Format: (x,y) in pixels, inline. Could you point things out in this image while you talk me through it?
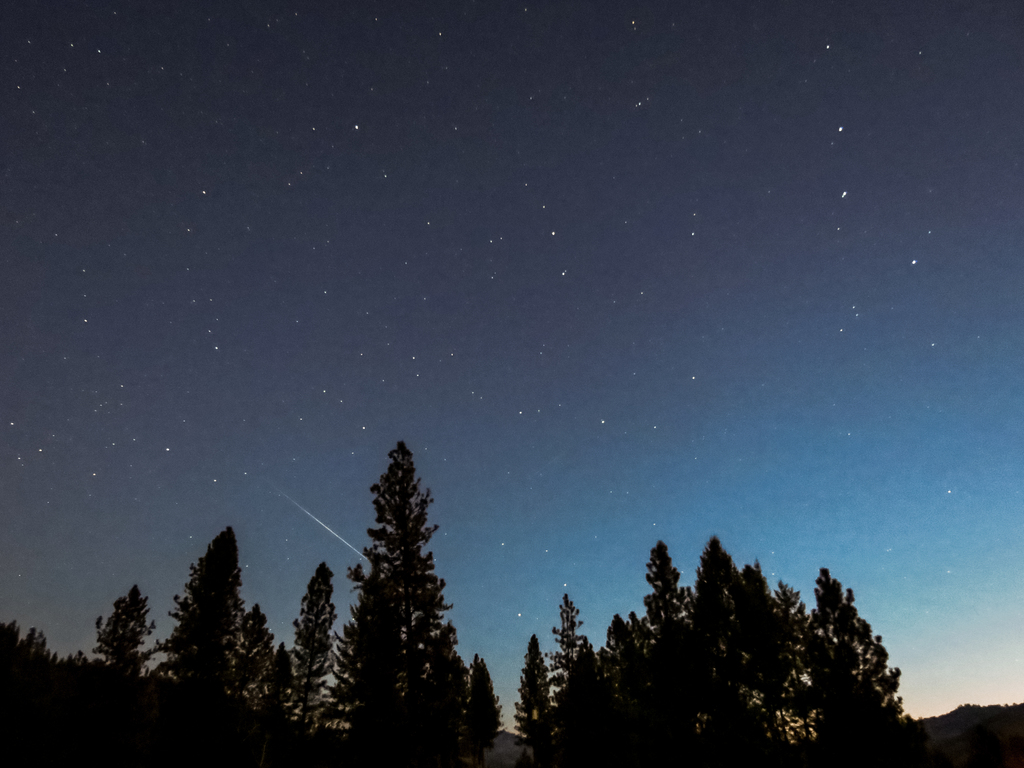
In the picture we can see trees (359,715) and behind it we can see a sky (395,355) with stars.
